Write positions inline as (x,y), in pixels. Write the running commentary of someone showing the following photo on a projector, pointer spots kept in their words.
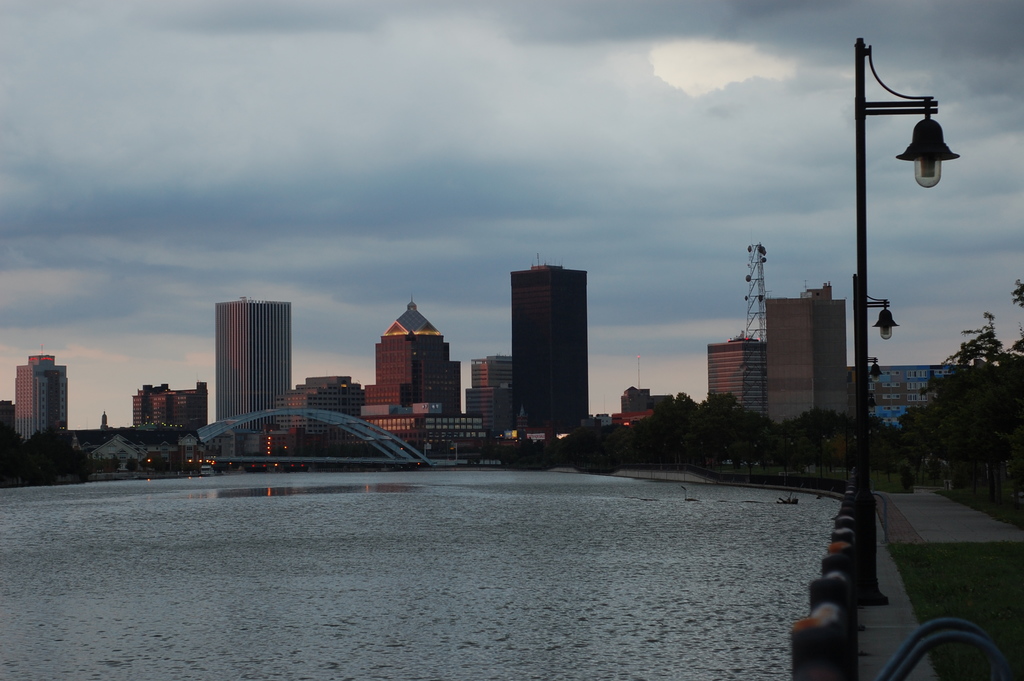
In this image there is the sky (400,136), there are buildings (427,373), there is a tower (760,276), there are trees (642,435), there is a bridge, there is a river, there are street lights (888,305), there are poles (863,462), there is grass (977,577) truncated towards the right of the image (972,583).
